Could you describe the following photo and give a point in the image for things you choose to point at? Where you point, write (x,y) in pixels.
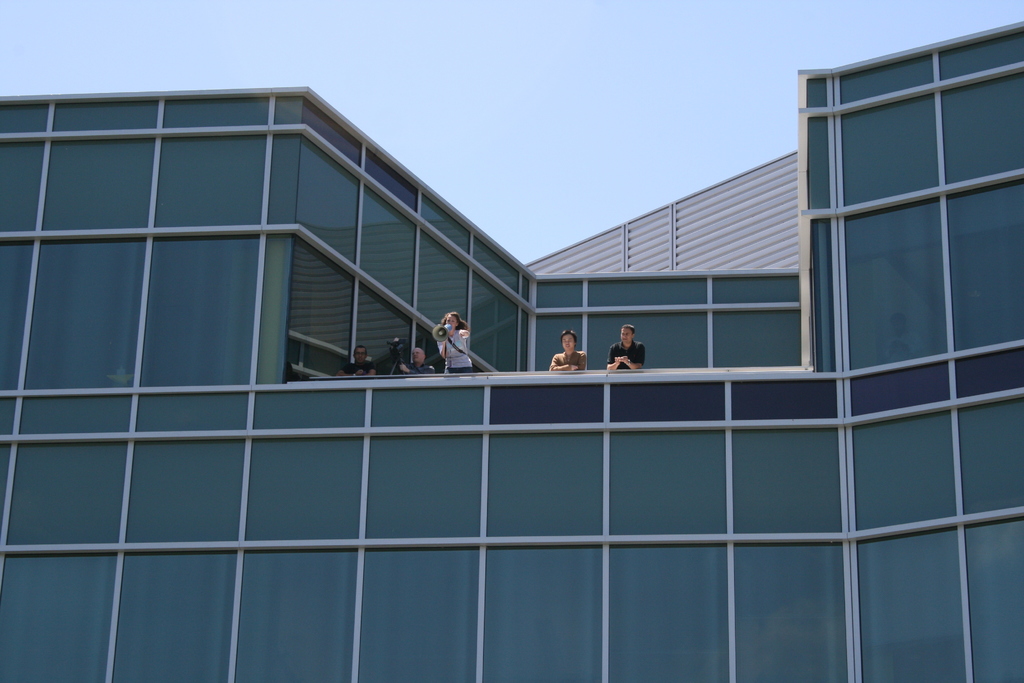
In this picture there is a building (97,671) in the center of the image (356,425) and there are people (362,364) those who are standing on it.
